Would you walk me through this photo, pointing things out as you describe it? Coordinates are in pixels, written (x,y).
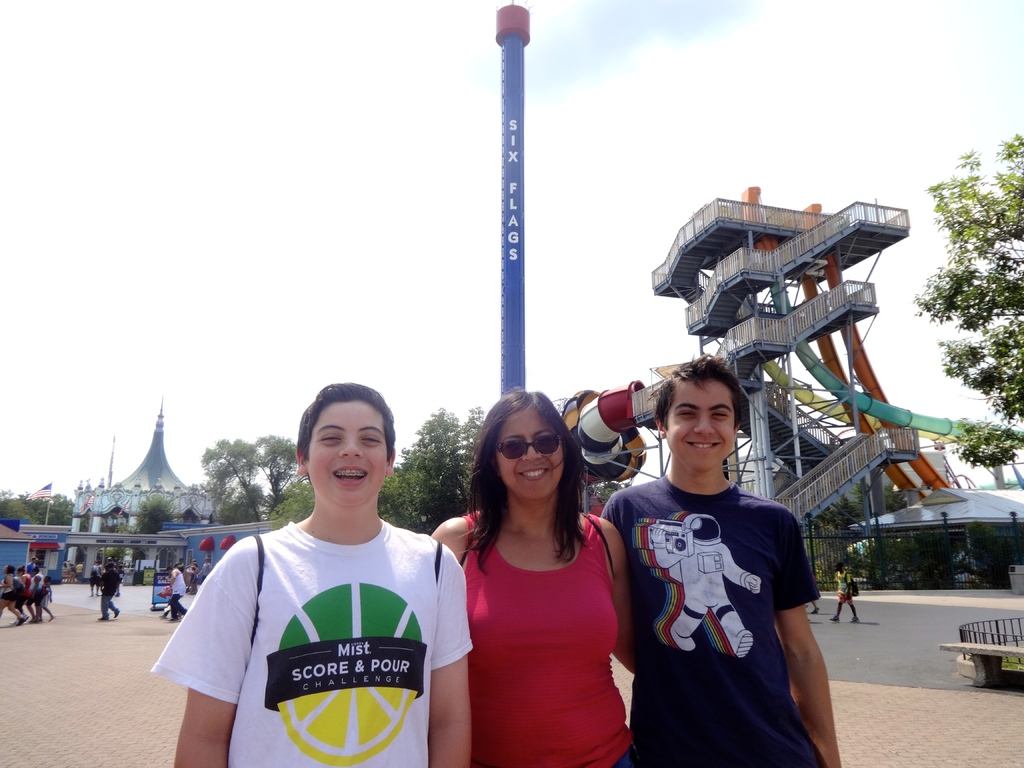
In this image there are three people (483,558) standing in an amusement park (89,616), behind them there are a few other people (103,588) walking, in the background of the image (161,506) there are trees (458,462) and water slides (774,419).
